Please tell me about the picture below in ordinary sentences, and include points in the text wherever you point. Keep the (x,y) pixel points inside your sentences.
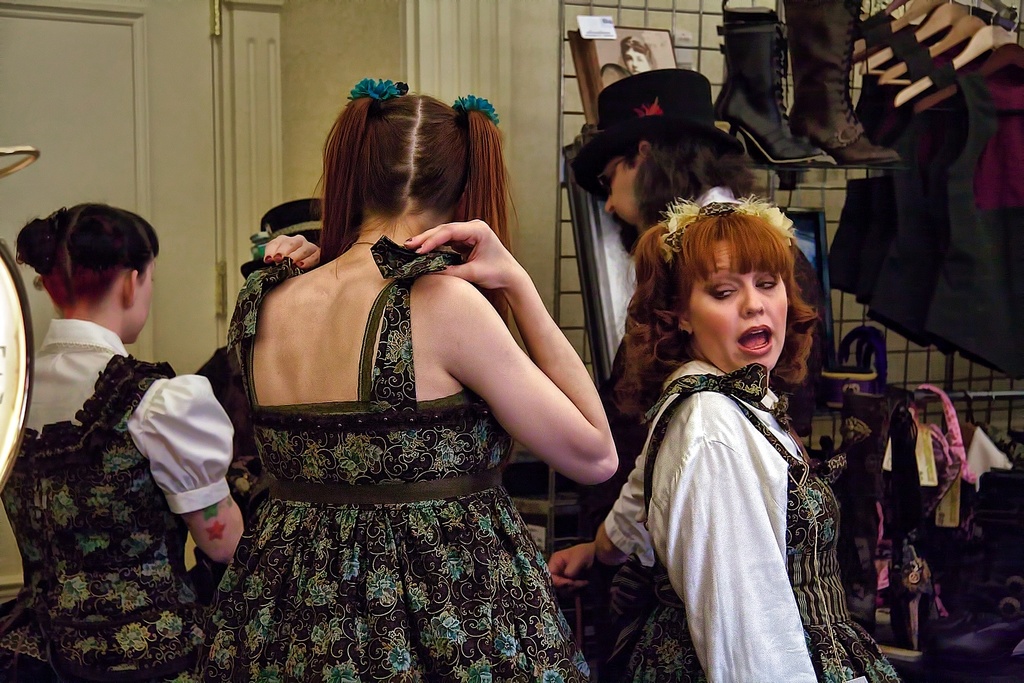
In the image there are few people (523,323) standing. There are hats (703,93) on the heads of two people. Behind them there is a wall (428,55) with door (164,62). On the right side of the image (922,192) there are shoes (816,72) and few clothes (991,293) hanging to the hanger (932,33). And also there are few items (858,335) on the right side of the image (913,605).
